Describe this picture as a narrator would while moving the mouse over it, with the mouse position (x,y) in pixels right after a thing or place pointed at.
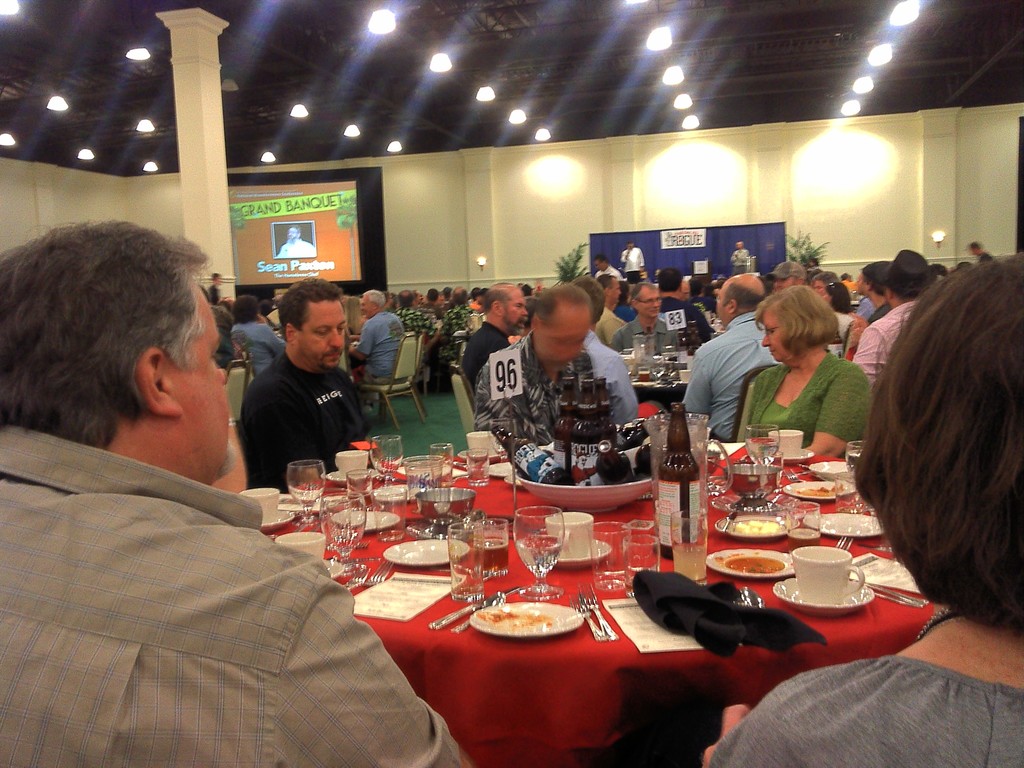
People (1007,337) are sitting in groups (593,297) at tables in a party.
